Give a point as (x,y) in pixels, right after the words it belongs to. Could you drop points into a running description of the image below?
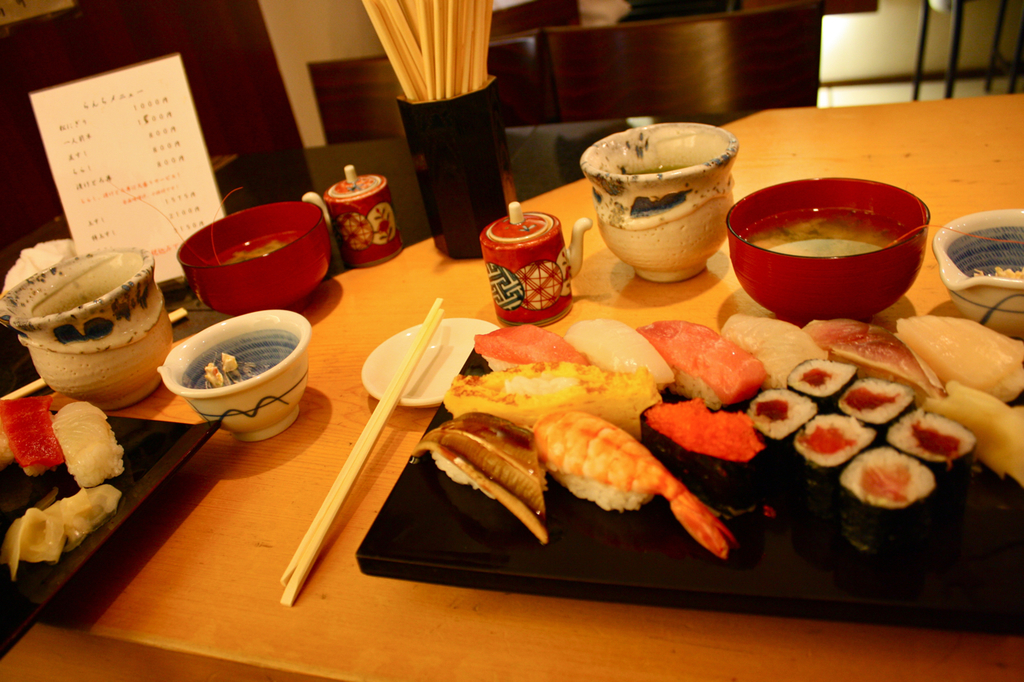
In this picture we can see table (891,319) and on table (196,480) we have tray (143,491), bowl (245,272), teapot (496,252), plate (399,339), chopstick (325,515), some food (672,345), stand (435,167), card (94,87) and in background (534,20) we can see chairs (665,54).
